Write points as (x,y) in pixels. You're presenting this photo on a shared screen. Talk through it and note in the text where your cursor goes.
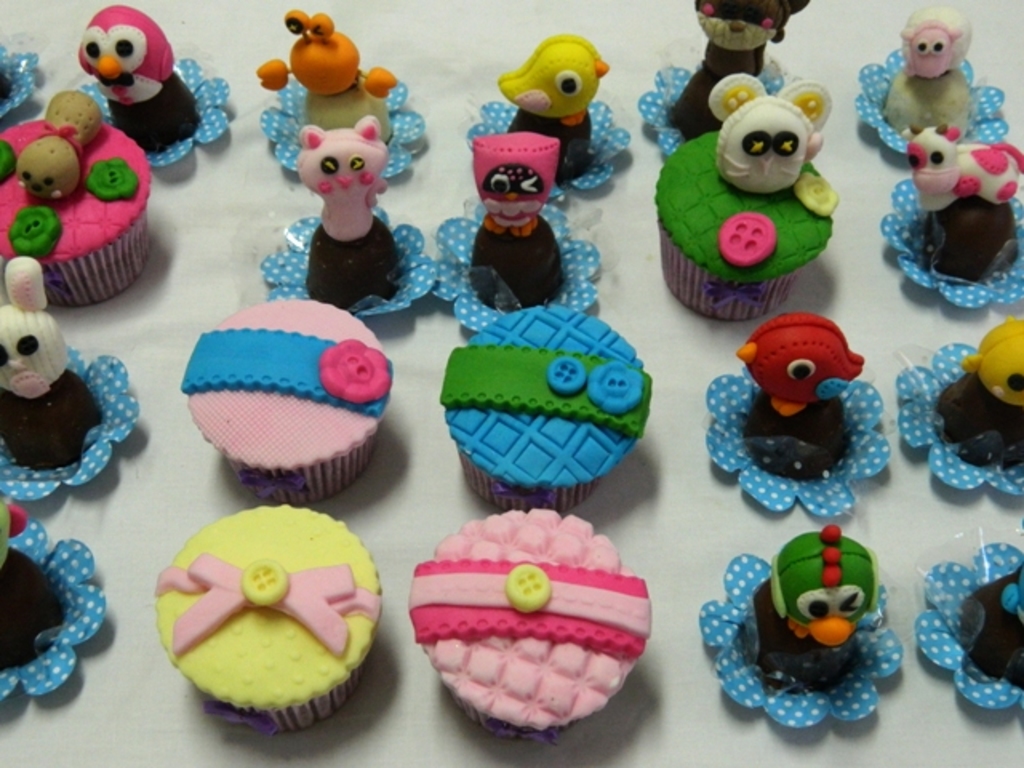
In this image I can see few cupcakes (257,601) and few toys (837,594) on the white color surface (916,538) and the cupcakes (262,560) and toys (1000,397) are in multi color.
